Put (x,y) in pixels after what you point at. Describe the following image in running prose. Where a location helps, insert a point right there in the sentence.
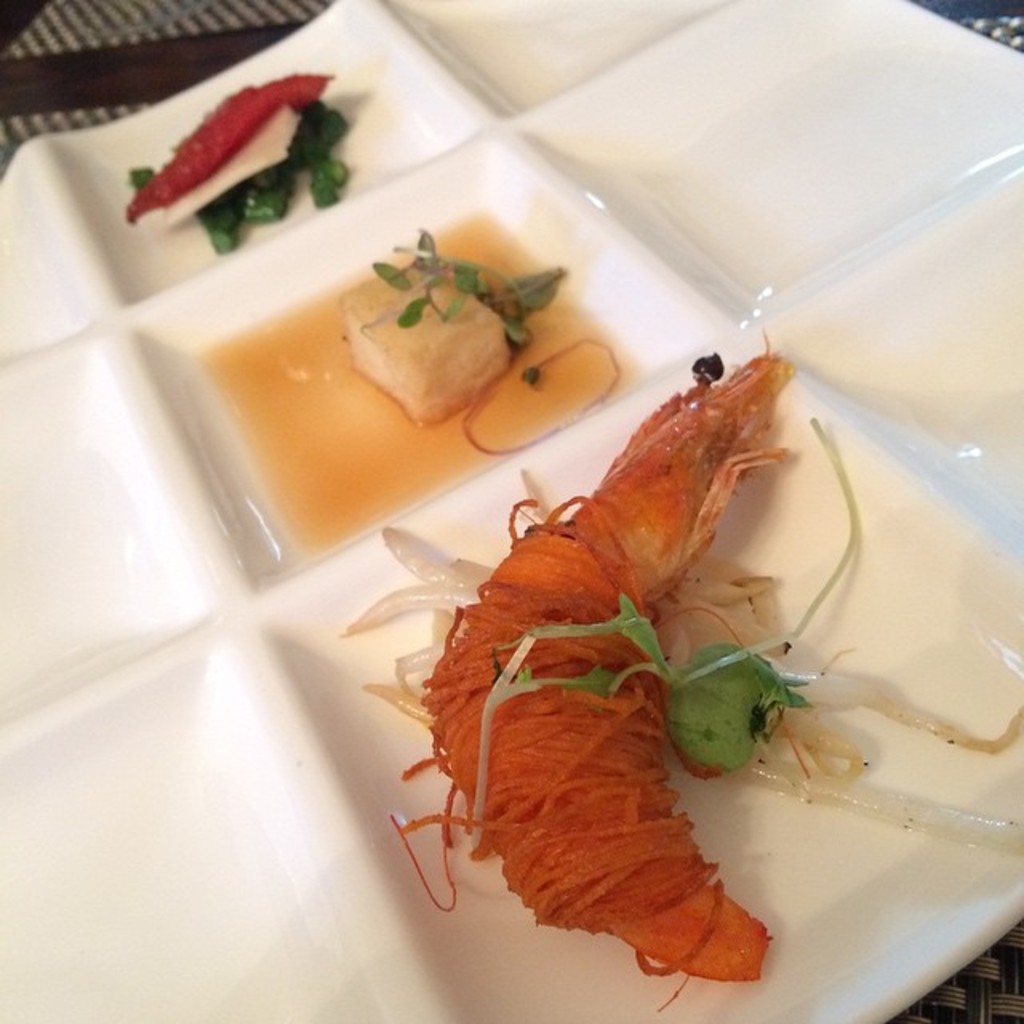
In this image I can see few food items (600,385) in the plate (505,523).
